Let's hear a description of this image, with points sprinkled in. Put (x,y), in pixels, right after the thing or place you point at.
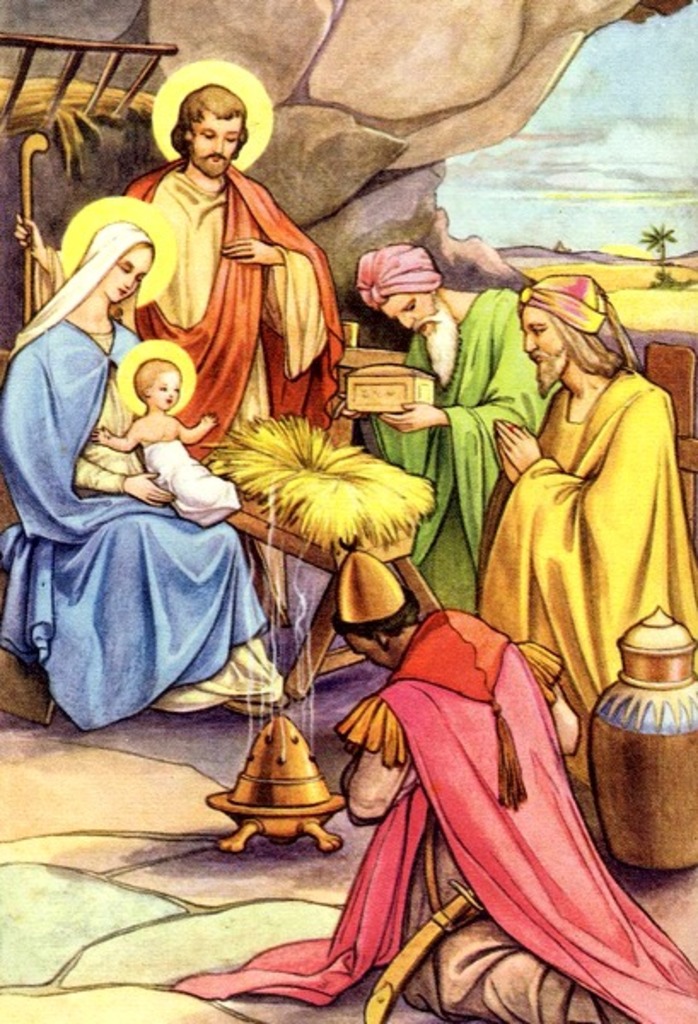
In this image I can see the group of people (423,405) with different color dresses (34,430). I can see one person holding the box (355,406) and one person (321,420) with the stick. In-front of these people (206,589) I can see the smoke (253,662) from the brown color object (277,806). To the right (638,777) I can see the pot (615,775). In the background (359,103) I can see the ladder (27,67), stones (304,83), plant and the sky (575,156).
